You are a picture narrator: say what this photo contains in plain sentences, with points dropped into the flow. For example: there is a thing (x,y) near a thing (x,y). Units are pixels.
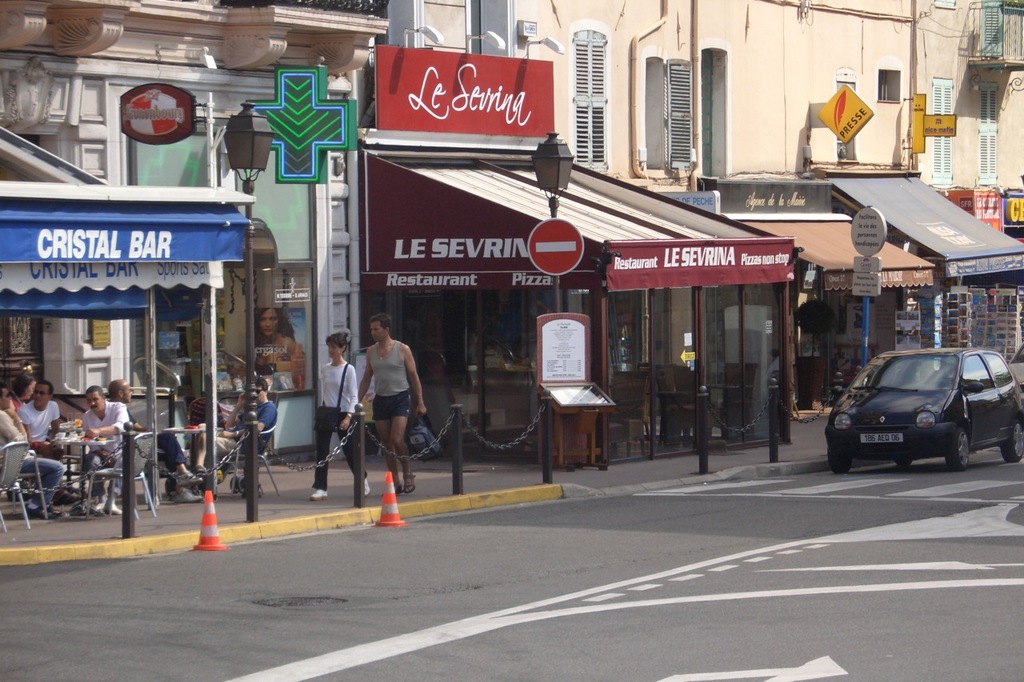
This image is taken outdoors. At the bottom of the image (294,613) there is a road (657,586). In the left side of the image (198,417) a few people (199,402) are sitting on the chairs (119,446) and there is a table (80,470) with a few things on it. Two people (381,429) are walking on the sidewalk (351,483) and a car (981,404) is parked on the road (629,504). At the top of the image (696,123) there are a few buildings (742,130) with walls (613,91), windows (584,83) and doors (434,357) and there are many boards (380,258) with text (495,251) on them. There are a few sign boards (552,257).
